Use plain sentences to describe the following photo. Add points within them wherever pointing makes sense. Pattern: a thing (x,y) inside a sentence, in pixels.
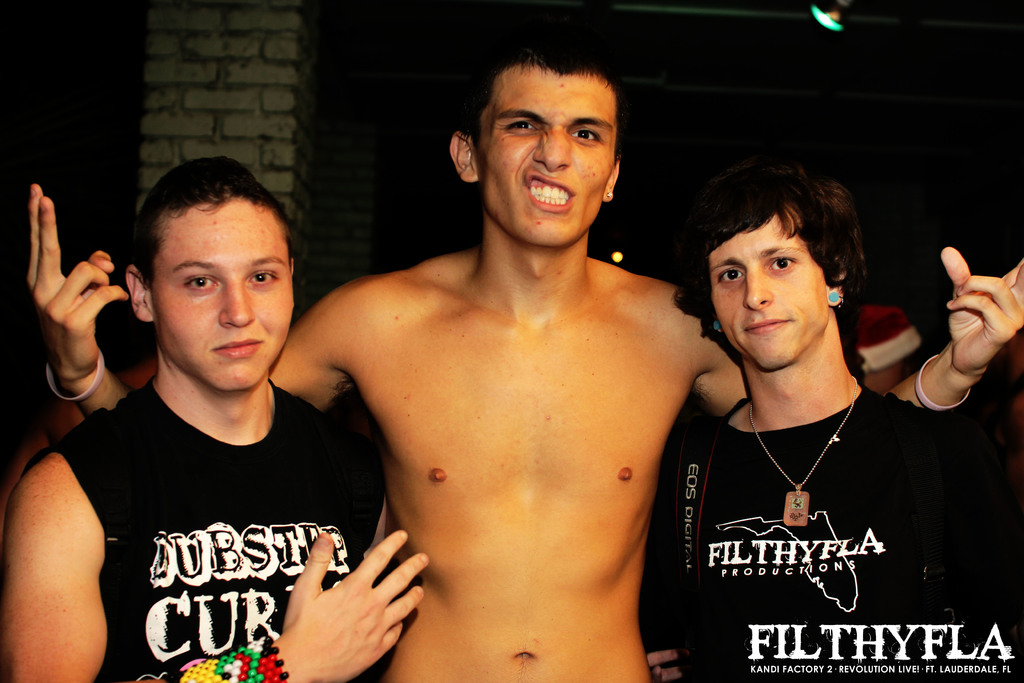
Here I can see three people (598,447) smiling and giving pose for the picture. The persons (753,505) who are on the right (770,398) and left side (198,573), they are wearing black color t-shirts (725,471). On the right bottom of the image (849,648) I can see some text (843,640). In the background (300,108), I can see a wall (238,92) in the dark.
